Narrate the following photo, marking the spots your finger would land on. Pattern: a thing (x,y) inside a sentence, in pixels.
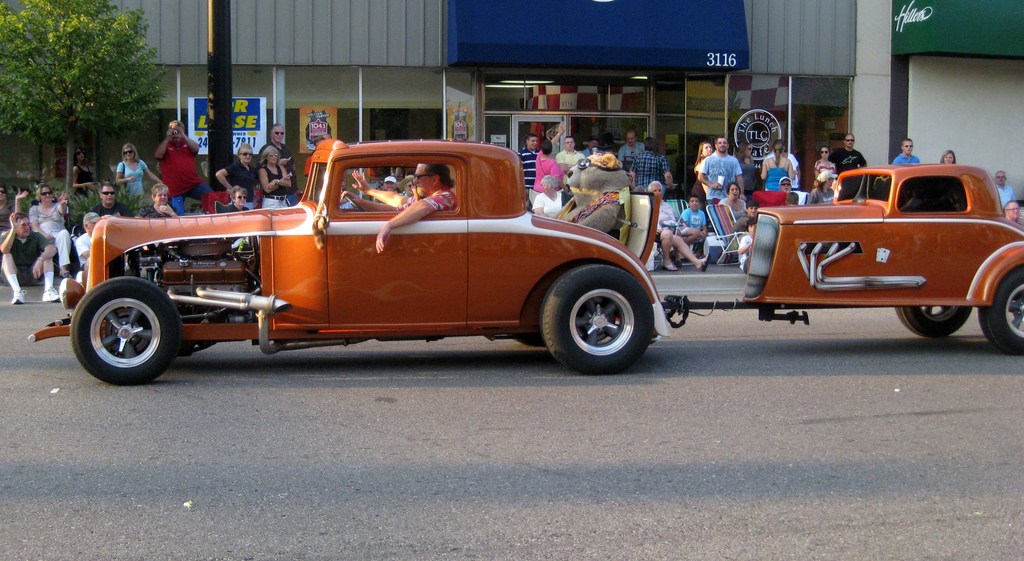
In this image, we can see a few people (425,190) riding a vehicles (574,330) on the road (459,468). Background (407,187) we can see a group of people (47,272). Few are sitting and standing. Few people (558,203) are holding some objects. Here we can see plants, tree (74,123), walls (921,115), posters (309,125), glass doors (530,132).
